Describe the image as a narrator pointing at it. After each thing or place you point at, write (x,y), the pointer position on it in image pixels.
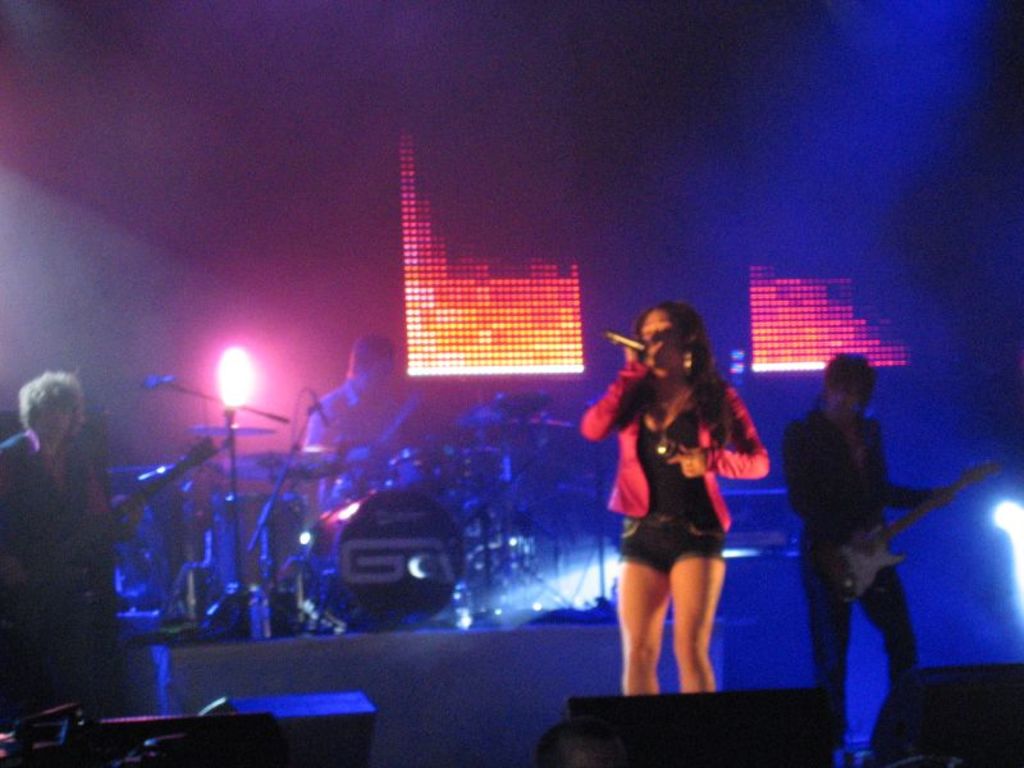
In this image I can see people (831,429), musical instruments (388,493) and objects (606,699). Among these people (840,450) one person (348,397) is playing musical instruments (354,482), another two people (790,463) are playing guitar (858,557) and a woman (670,431) is holding a mic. Those are focusing lights (249,373).
